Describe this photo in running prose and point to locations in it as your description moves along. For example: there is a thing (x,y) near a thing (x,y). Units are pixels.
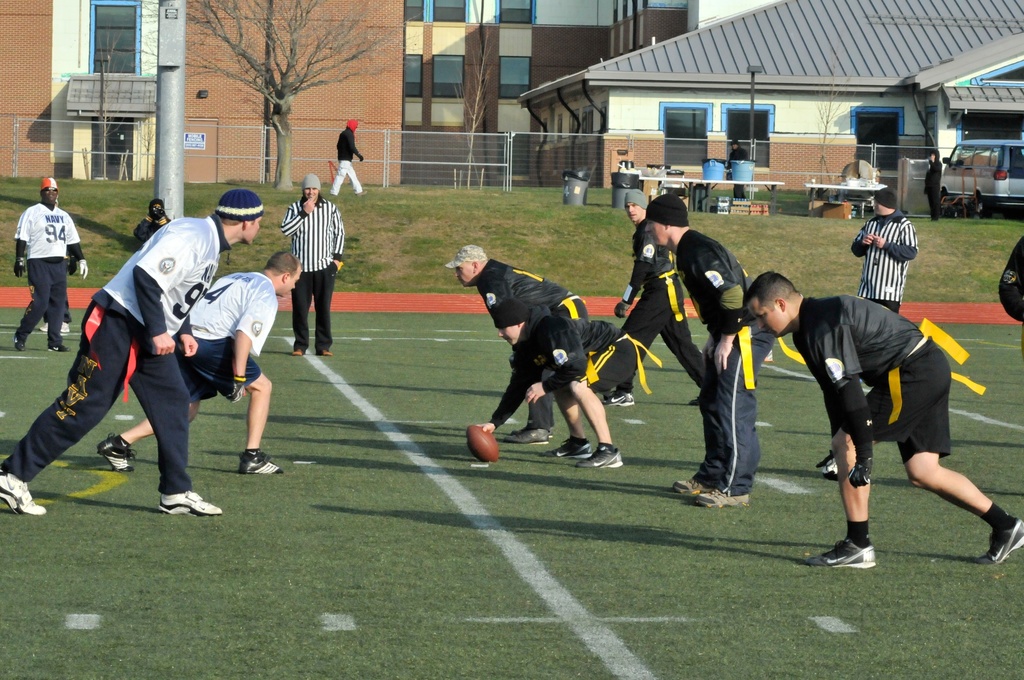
In this image, we can see people (649,335) playing a game and some are wearing caps (501,310). At the bottom (478,576), there is a ball (481,454) on the ground (359,492) and in the background (208,48), we can see buildings (622,59), trees (231,49), a fence (603,169), bins (568,179), a vehicle (988,168) and some other people (301,295) and some other objects (844,183) on the tables (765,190) and there is a pole (754,84).
